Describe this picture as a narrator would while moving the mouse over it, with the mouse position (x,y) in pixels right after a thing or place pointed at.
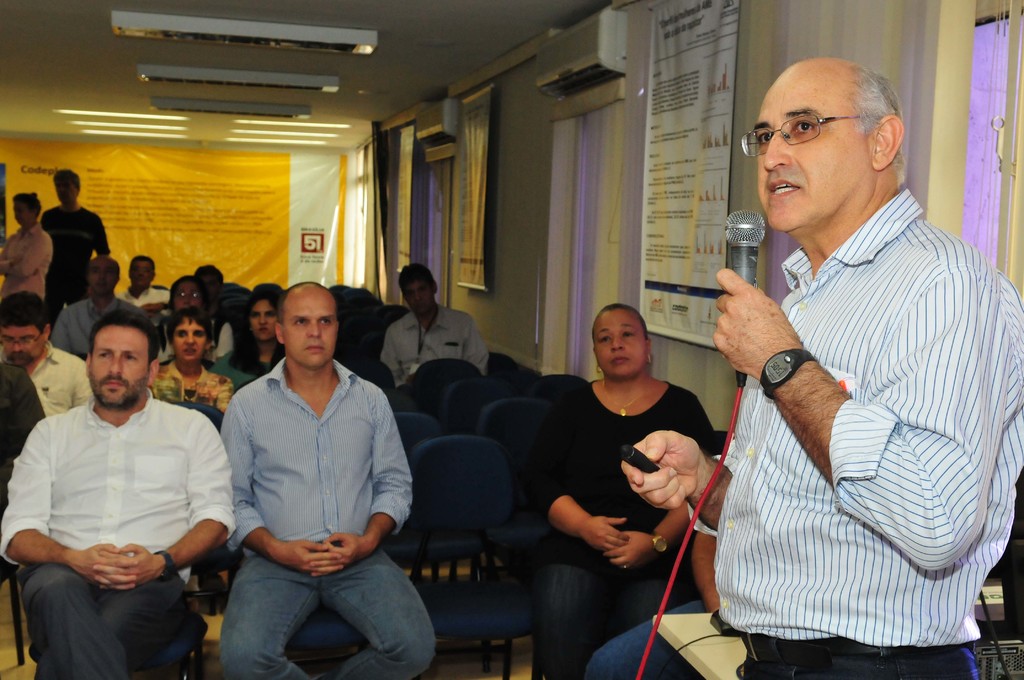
In this image I can see a person (779,451) standing holding microphone (746,233) and talking, background (102,472) I can see few persons (584,486) sitting on the chairs (534,417) and I can see few persons (29,226) standing. I can also see a banner (272,204) in yellow and white color.
